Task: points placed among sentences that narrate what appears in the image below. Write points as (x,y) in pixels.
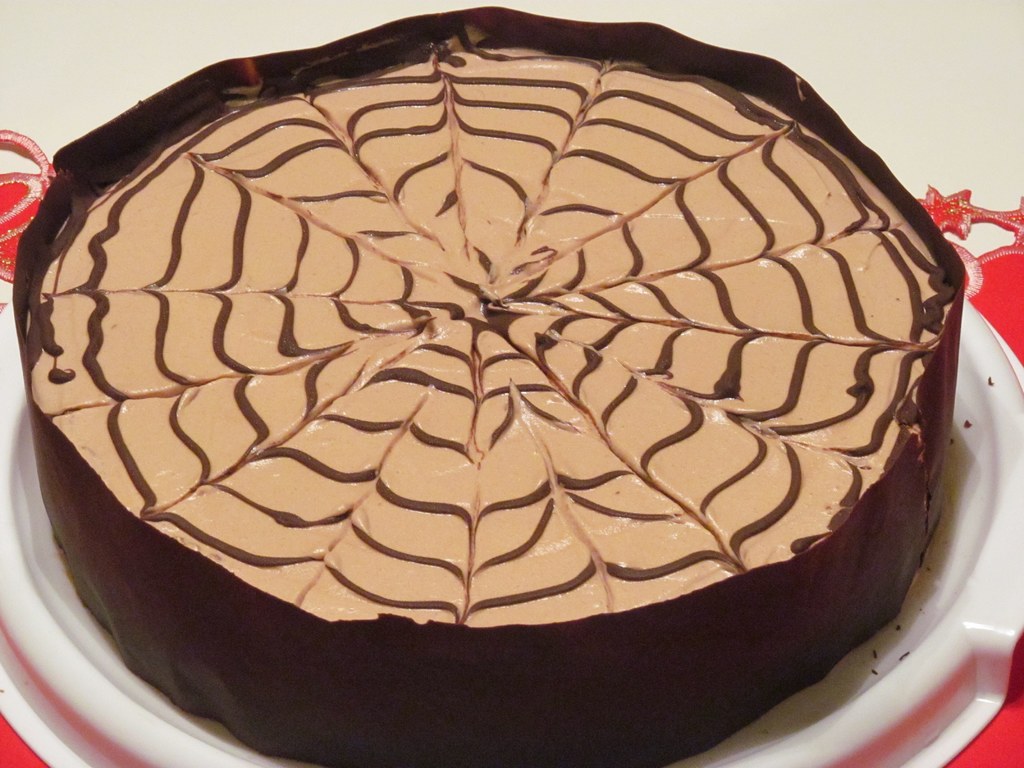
In the image there is a cake (514,356) served on a plate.
